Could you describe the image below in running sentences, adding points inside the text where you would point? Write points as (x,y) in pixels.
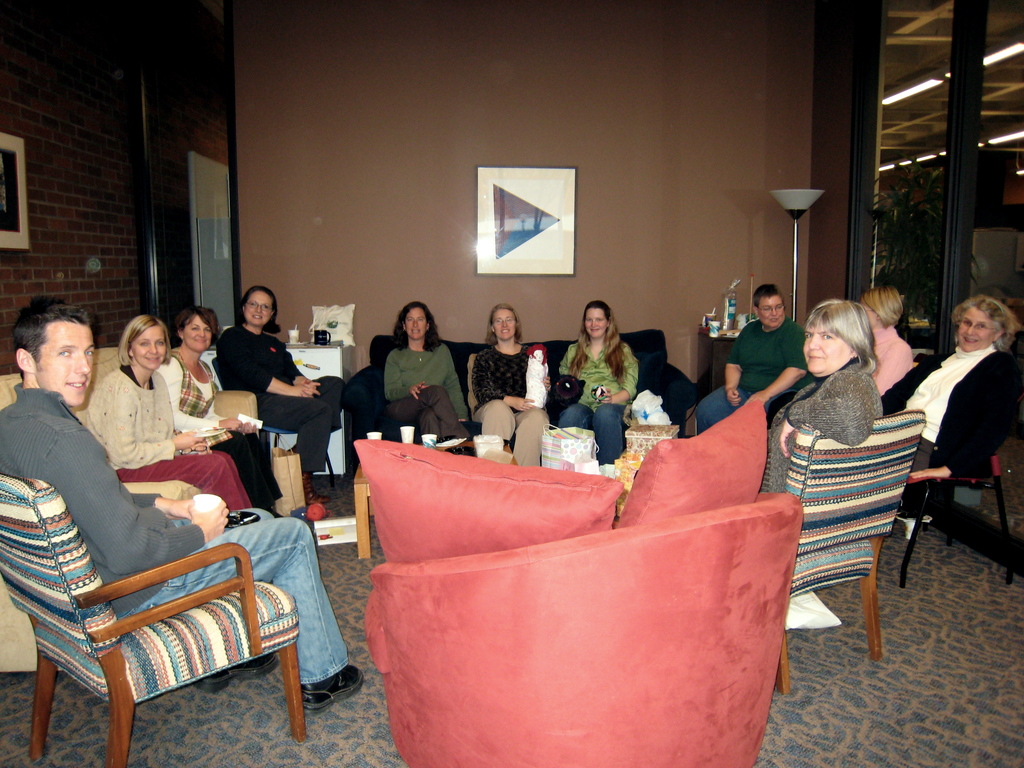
This picture describes about group of people (247,385) few are seated on the chair (192,593) and few are seated in the sofa (104,360), in front of them we can find bags (628,454), cups (375,435) on the table (357,492), in the background (803,198) we can see a light (789,197) a wall frame (516,221) and couple of plants (899,202).
